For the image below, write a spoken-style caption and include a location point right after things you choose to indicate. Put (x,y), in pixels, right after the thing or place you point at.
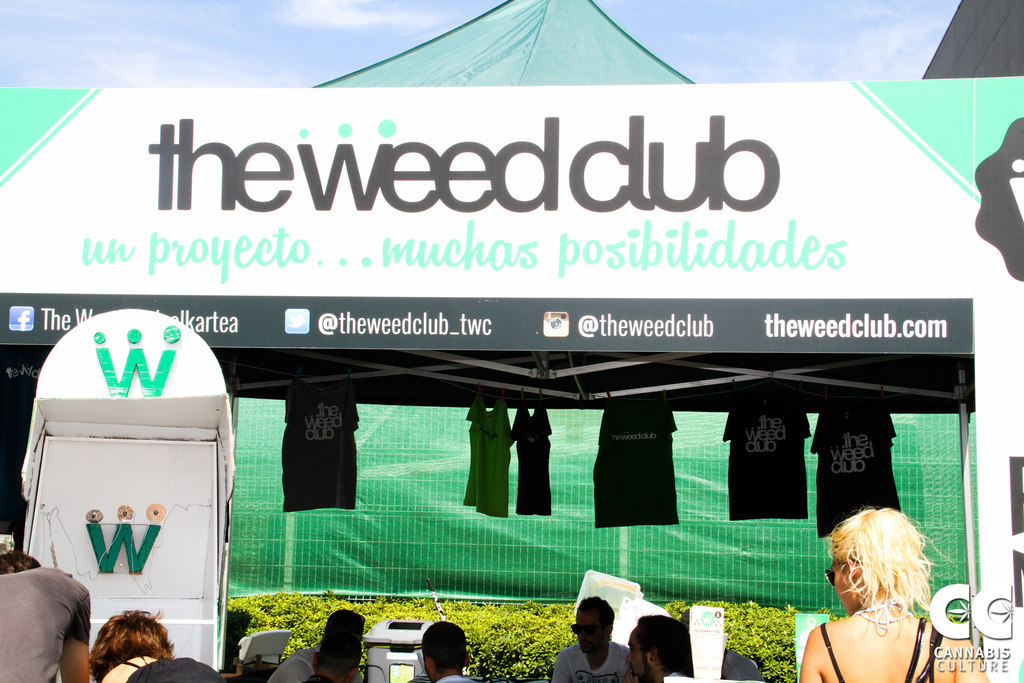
In this picture I can see the shed (966,403) and banner (701,291). At the bottom (326,670) I can see some men (351,676) were sitting near to the table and plants (548,634). In the bottom right corner (847,525) there is a woman (850,580) who is wearing goggles (830,582) and black dress (825,633), beside her I can see the watermark (998,609). In bottom left corner (28,642) there is a man (38,620) who is wearing t-shirt (25,625). he is standing near the booth (165,521). At the top (756,45) I can see the sky (287,26) and clouds (327,15). In the background (477,568) I can see the blue green color plastic cover (560,549) and its looks like a tent (702,563). Under the shade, I can see many t-shirt (545,486) which are hanging from the roof (709,382).
